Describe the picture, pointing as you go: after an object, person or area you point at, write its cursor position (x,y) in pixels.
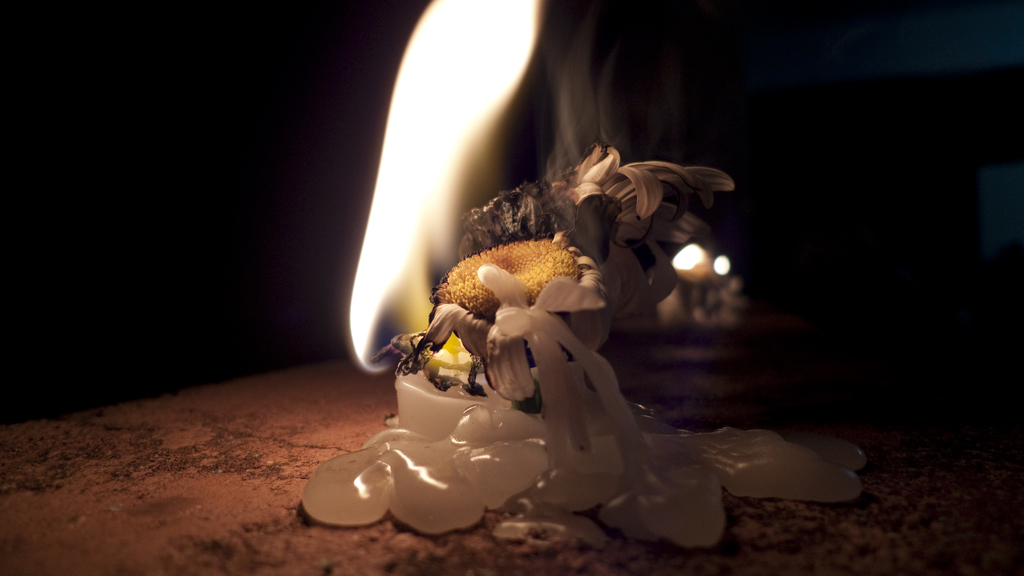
In this image there is a daisy (536,271) and a candle (413,436) on the path (269,443), and there is dark background (75,7).
